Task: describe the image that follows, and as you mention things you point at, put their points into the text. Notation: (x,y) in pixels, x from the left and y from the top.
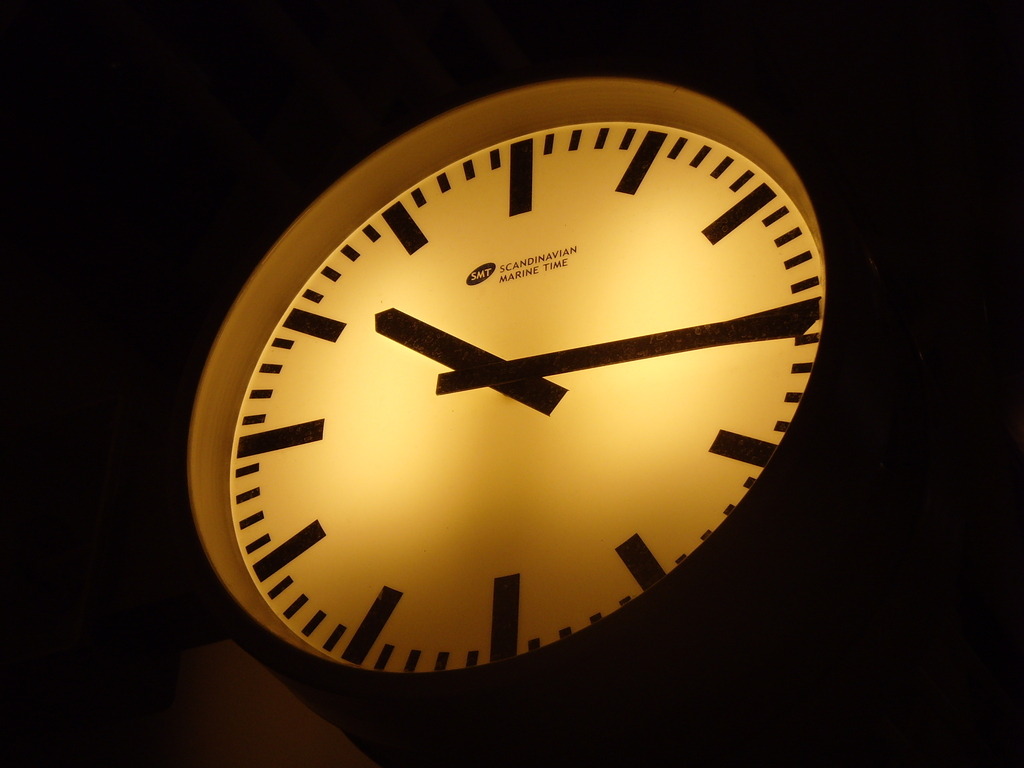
The picture consists of a clock (254,422). In the clock (419,428) there is light (623,318). Around the clock (342,390) it is dark.
